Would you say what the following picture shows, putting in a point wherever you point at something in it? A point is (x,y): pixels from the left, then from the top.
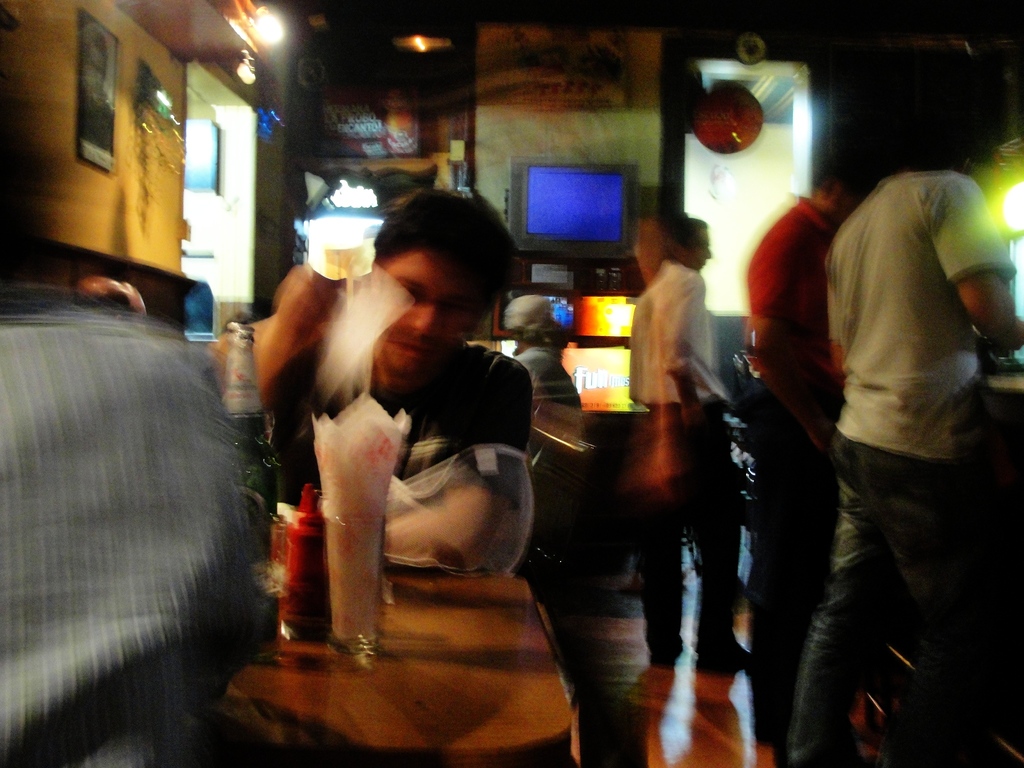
This image is slightly blurred, where we can see these people (240,651) are sitting on the chairs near the table (413,665) where bottles (307,636) and glasses (332,648) are kept. In the background (552,232), we can see the photo frames (104,62) on the wall (92,212), the television (594,205) and these people (913,394) are standing.
